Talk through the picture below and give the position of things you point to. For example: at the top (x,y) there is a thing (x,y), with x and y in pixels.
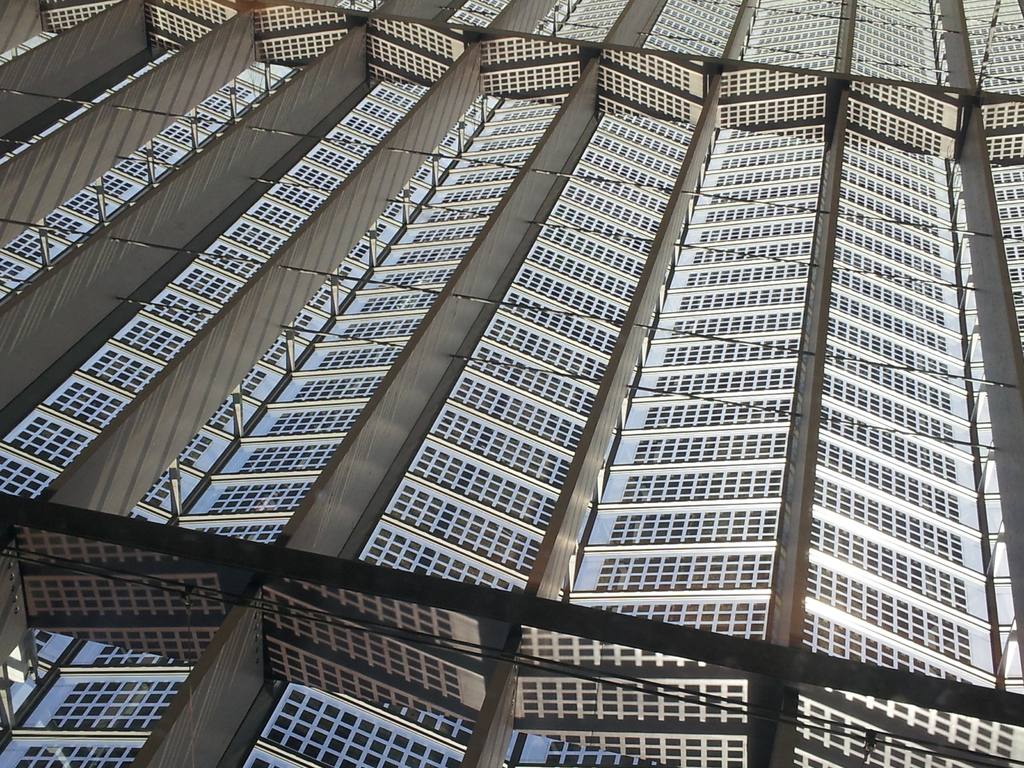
In this image we can see some solar panels (467,429).
